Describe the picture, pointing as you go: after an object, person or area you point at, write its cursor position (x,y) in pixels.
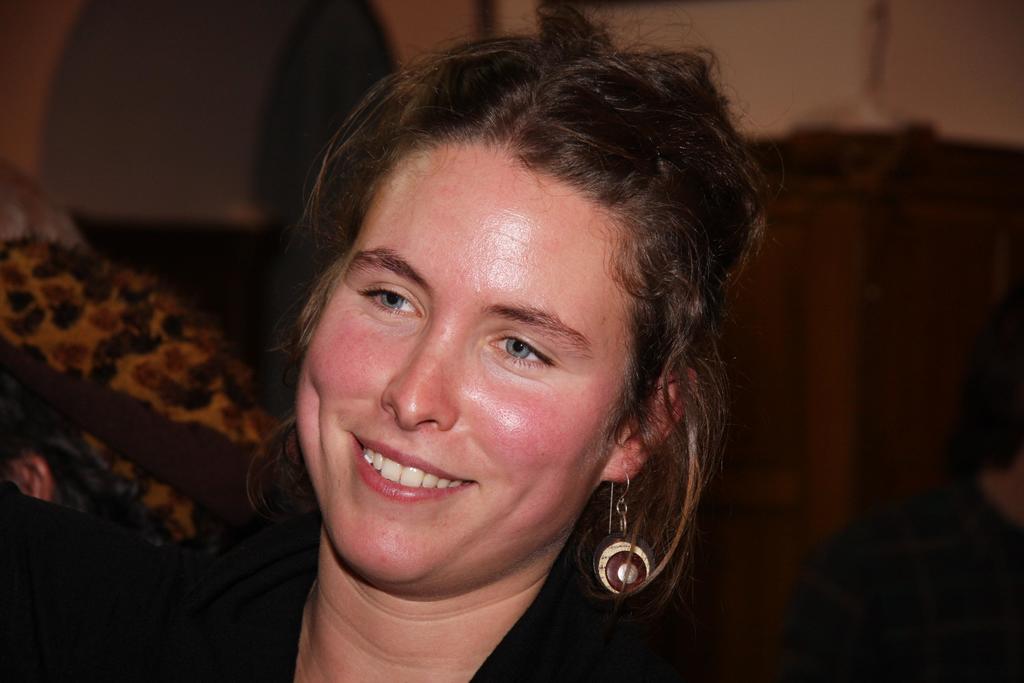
In the picture there is a woman (380,511) she is smiling, she is wearing black dress (207,643) and the background of the woman (645,422) is blur.
